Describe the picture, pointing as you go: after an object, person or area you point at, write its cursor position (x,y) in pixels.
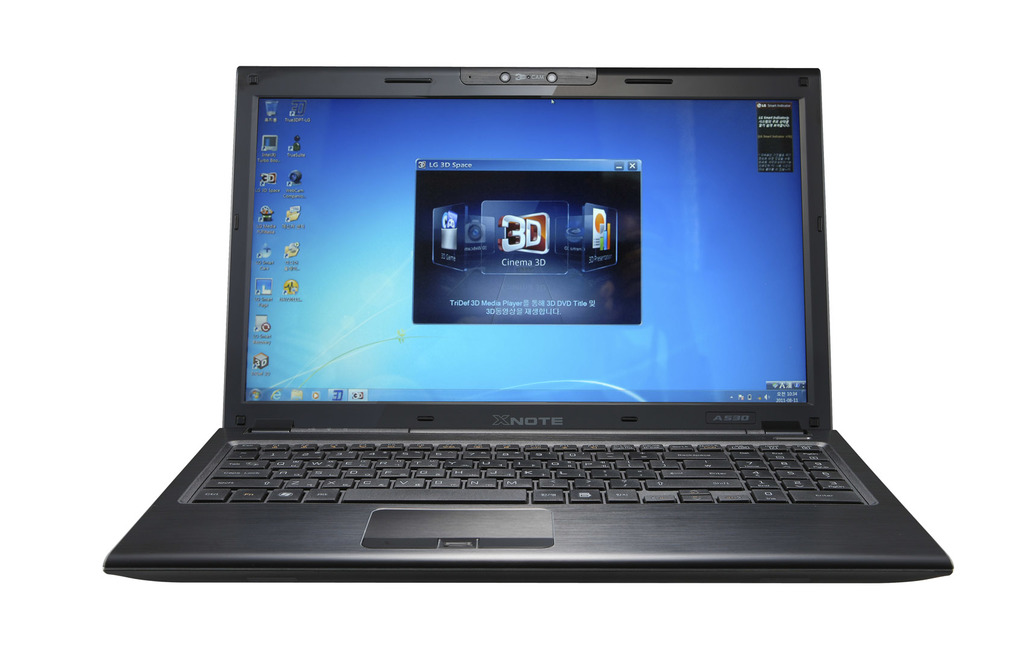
In this image I can see a black color laptop (478,388) and its screen (550,333) I can see something is written at few places. I can also see white color in background (222,178).
